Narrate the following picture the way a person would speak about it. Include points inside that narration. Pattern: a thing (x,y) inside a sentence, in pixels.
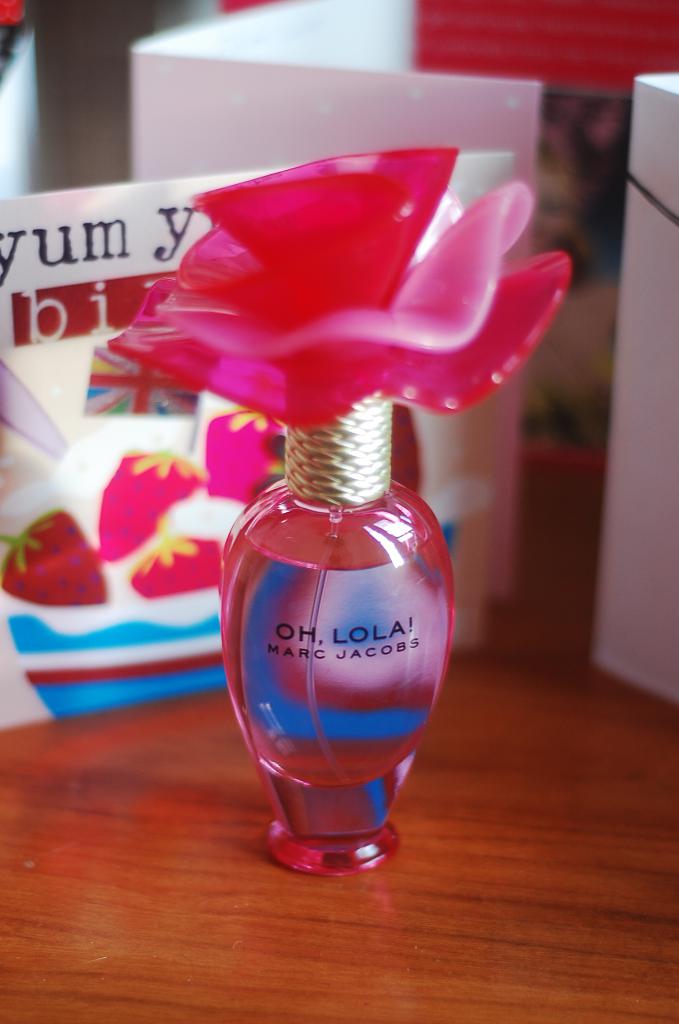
In the center of the image (436,621) we can see a perfume bottle (373,420) and a text board (52,284) on the wooden surface (611,749) and we can also see the name (303,631) of the perfume bottle (354,631).
